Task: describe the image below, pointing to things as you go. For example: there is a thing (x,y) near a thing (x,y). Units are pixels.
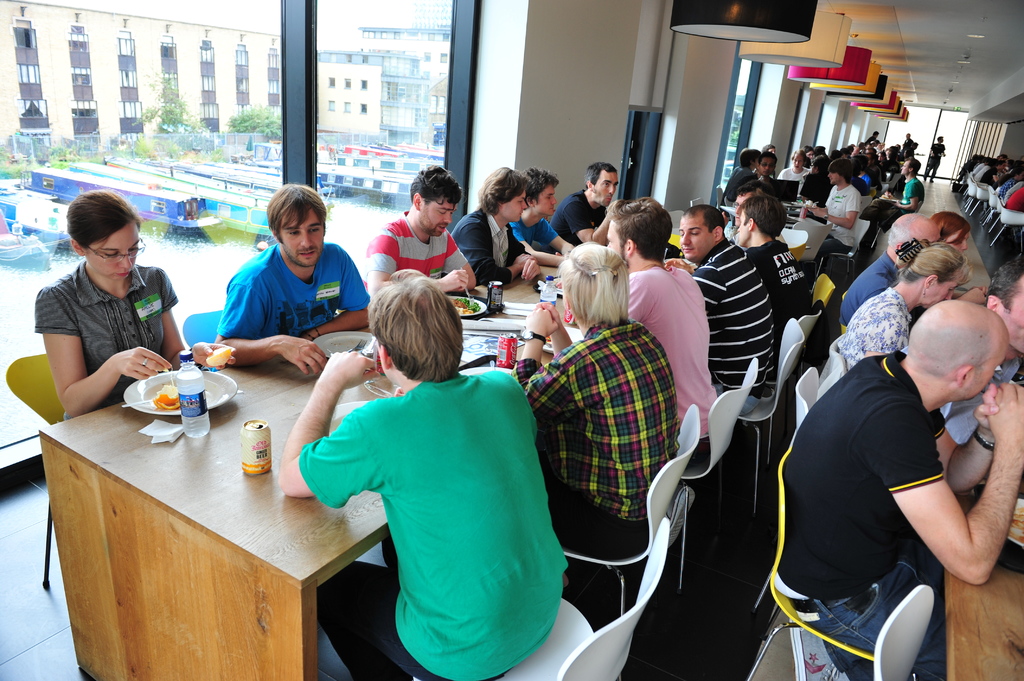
This picture is clicked in a hotel (748,544). Here, we see many tables (365,512) and chairs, there are many people (767,286) sitting on the chair (599,564) and in front of the picture, we see a wooden table (219,475) on which water bottle (182,371), coke bottle (246,423) plate (221,395), spoon (142,402), orange (174,399) and food (468,302) are placed on it. Behind these people (498,209), we see a window (389,130) from which we can see water (201,248) and boats (272,158) in the water (223,259) and behind the water (190,258), we see trees (139,149) and buildings (259,83).
